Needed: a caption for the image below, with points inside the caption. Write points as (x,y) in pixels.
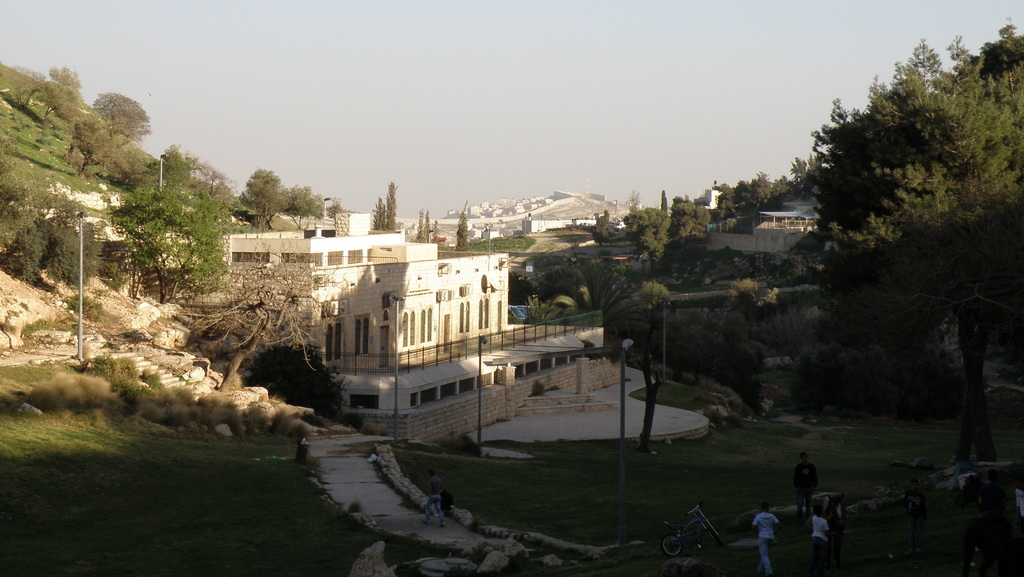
In this image we can see a building (389,302) with windows (365,337) and a fence (440,352). We can also see some poles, a group of trees (72,264), a staircase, grass (233,468), a group of buildings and the sky (656,153) which looks cloudy. On the bottom of the image (500,566) we can see a group of people (759,552) standing, some stones (752,519), a bicycle (713,527) and a person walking on the pathway (444,539).
